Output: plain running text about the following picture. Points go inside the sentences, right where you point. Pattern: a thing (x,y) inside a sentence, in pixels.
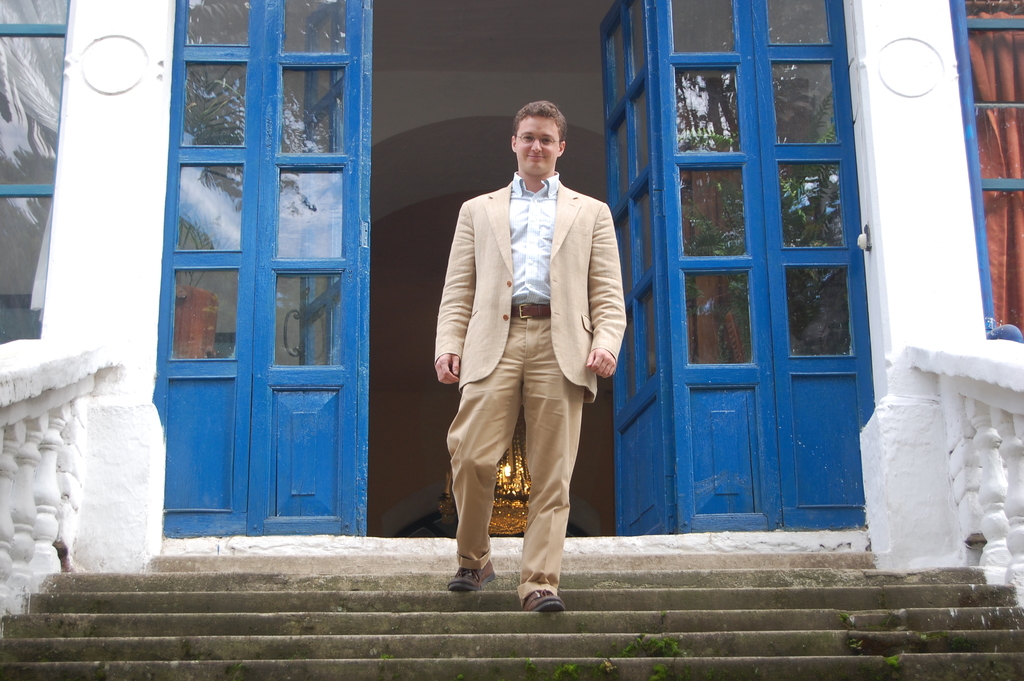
There is a man (466,383) on the stairs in the foreground area of the image (473,307), there are doors (211,1) and windows (327,253) in the background (661,115).
